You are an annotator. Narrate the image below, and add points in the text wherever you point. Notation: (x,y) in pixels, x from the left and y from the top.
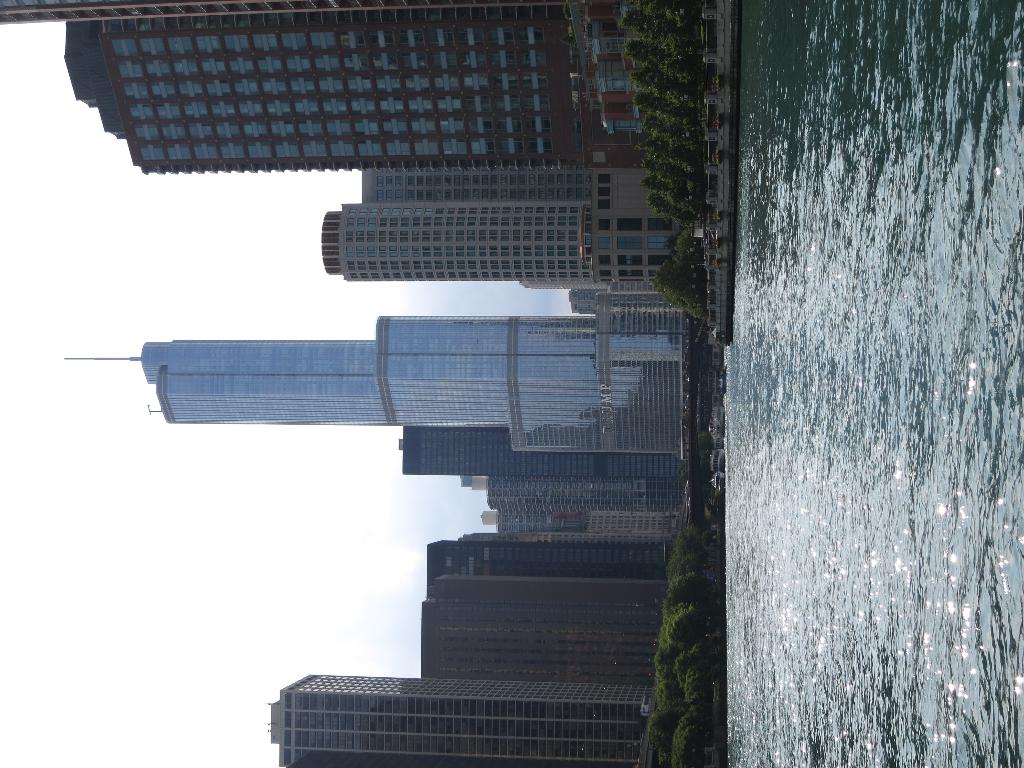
It is the vertical image in which there are so many buildings (362,195) in the middle (533,292). In front of the buildings (564,448) there is water (756,416). On the left side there are trees (692,648). At the top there is the sky (123,582).
